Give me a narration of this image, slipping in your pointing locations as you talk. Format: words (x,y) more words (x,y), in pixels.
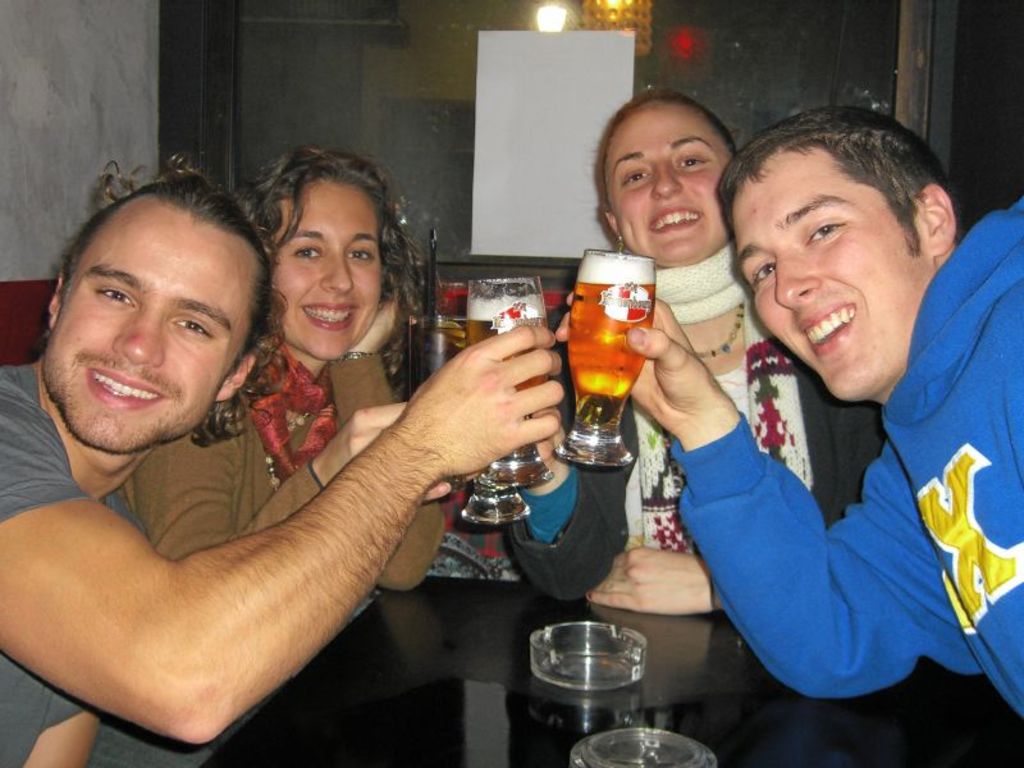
On the background (626,63) we can see a glass (439,80) and a paper (552,94). these are lights (643,1). Here we can see few persons (754,454) sitting on chairs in front of a table (442,629) holding beer glasses (590,373) in their hands (389,417) and they all hold a smile on their faces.
